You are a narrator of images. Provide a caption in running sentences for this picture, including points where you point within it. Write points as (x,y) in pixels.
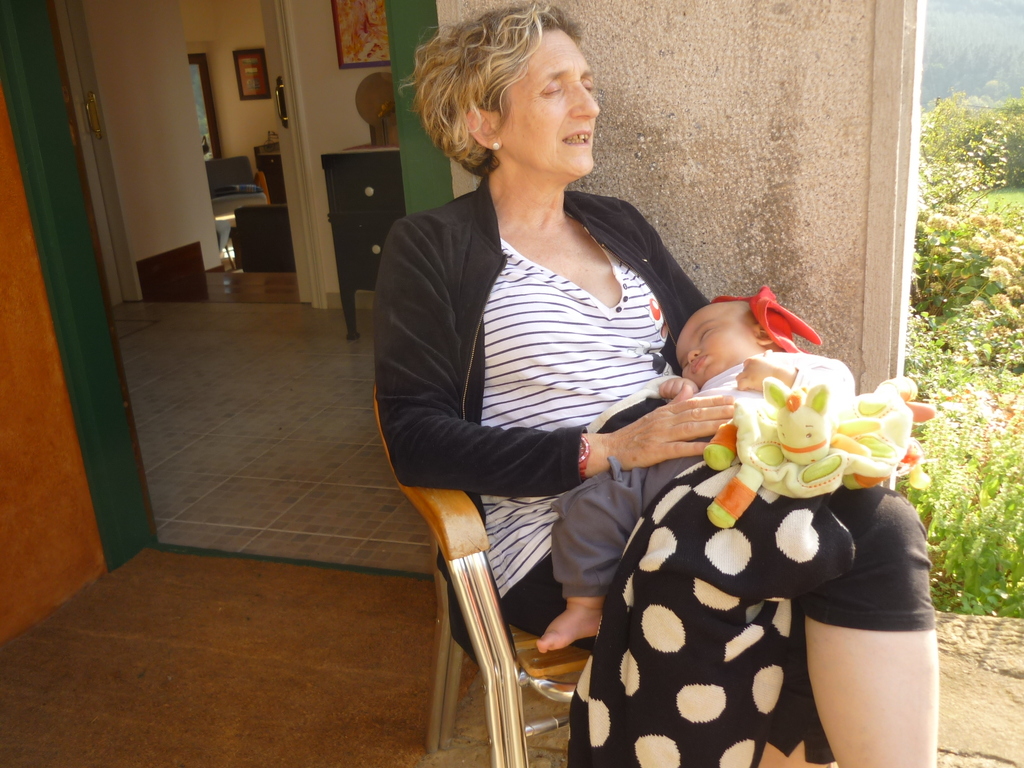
In this picture we can see a woman (550,484) sitting on a chair (498,601) and a baby (746,335) is sleeping in her lap (512,604). This is a toy (829,472). We can see trees (992,166) here. Behind to the women (576,238) we can see inside view picture of a house (322,87). We can see desk (349,169), frame (376,39) over a wall (315,125). This is a floor (240,295).
